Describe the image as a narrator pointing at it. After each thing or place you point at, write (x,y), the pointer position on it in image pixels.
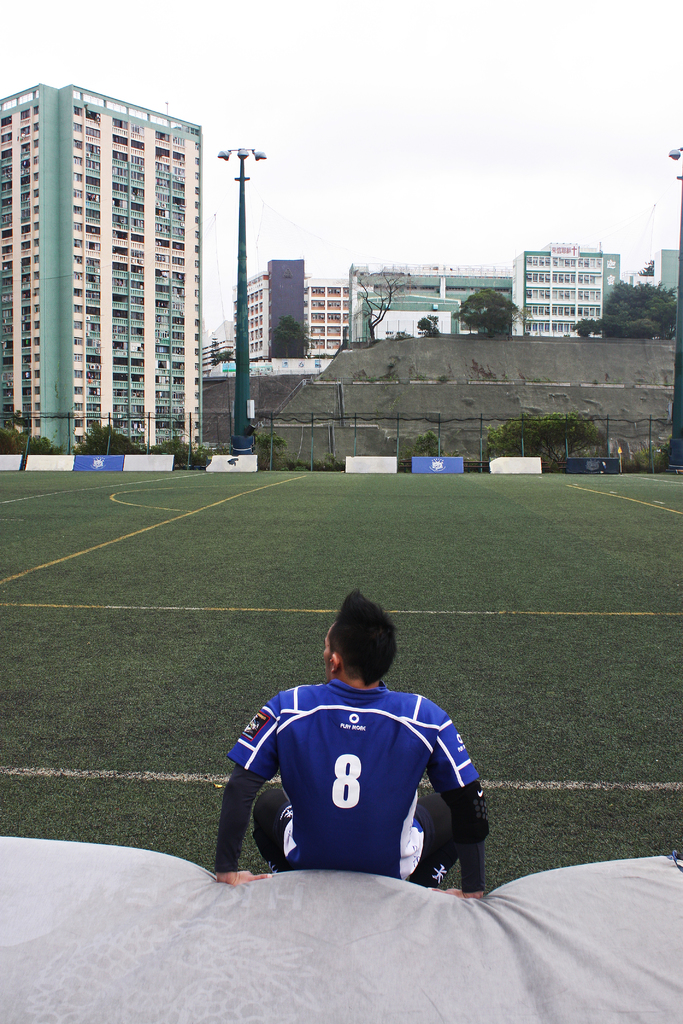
In this image I can see few buildings (270,283), windows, trees (657,311), fencing (371,446), trees (570,420), boards (580,469), sky (557,102) and one person (437,804) in front (353,824).
